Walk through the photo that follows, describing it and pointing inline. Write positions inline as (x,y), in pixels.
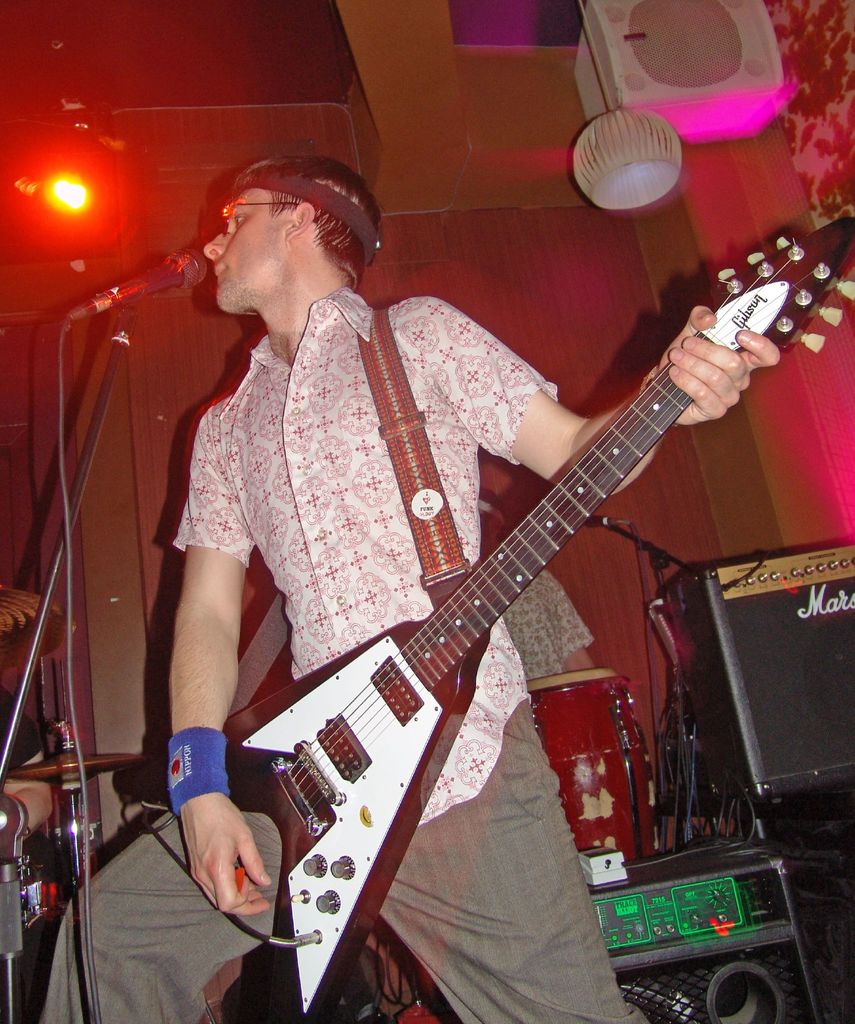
In this image we can see a person (361,582) wearing head band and wrist band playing guitar (374,740), there is microphone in front of him and in the background of the image (578,657) we can see another person (583,662) beating drums (561,680), there are some sound boxes (714,863) and top of the image (673,28) there are some lights (654,171), sound boxes (651,93).
